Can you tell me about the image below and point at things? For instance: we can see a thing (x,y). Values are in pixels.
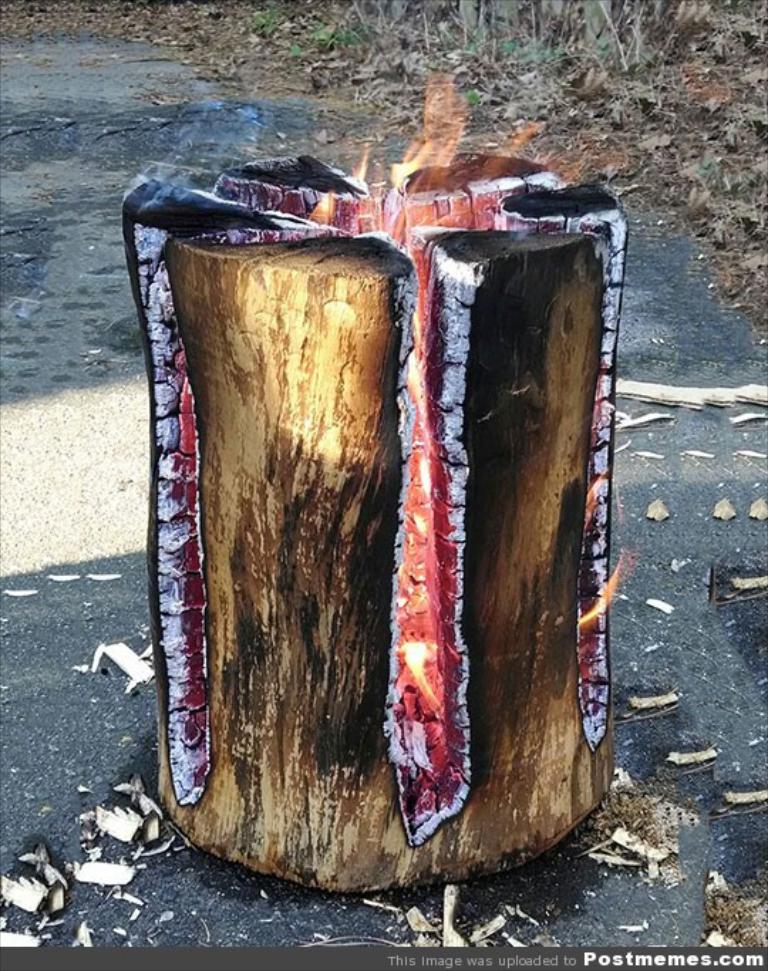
In the center of the image (380,534) we can see a fire log (512,663). In the background (357,69) there are leaves (537,84) and grass (559,47).
